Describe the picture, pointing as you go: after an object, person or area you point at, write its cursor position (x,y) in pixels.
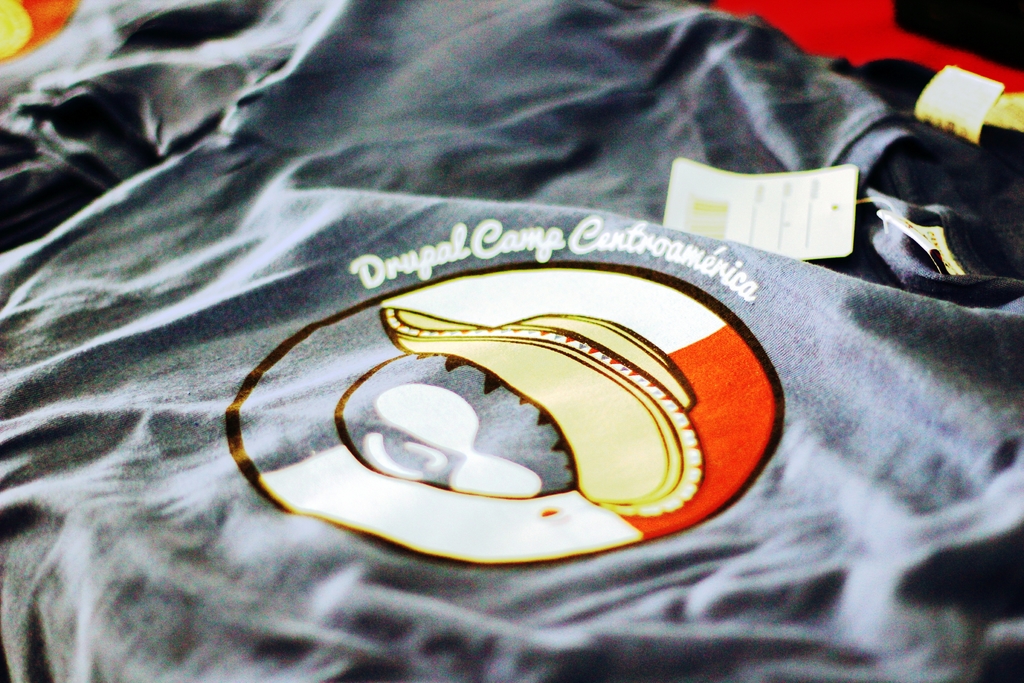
We can see black t shirt (947,361) with tags (826,232), on this t shirt (607,312) we can see hat picture (626,341).
